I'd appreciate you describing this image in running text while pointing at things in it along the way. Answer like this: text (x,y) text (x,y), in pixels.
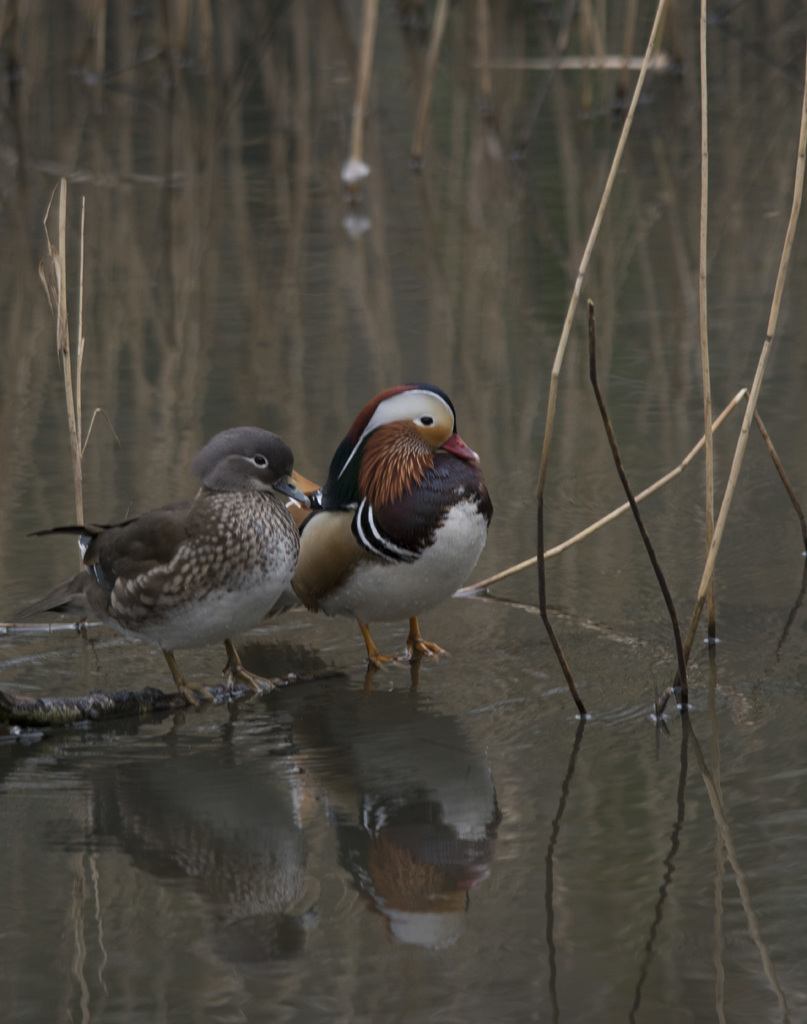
In this picture we can see two birds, here we can see the grass (701,585) and water (540,796).
